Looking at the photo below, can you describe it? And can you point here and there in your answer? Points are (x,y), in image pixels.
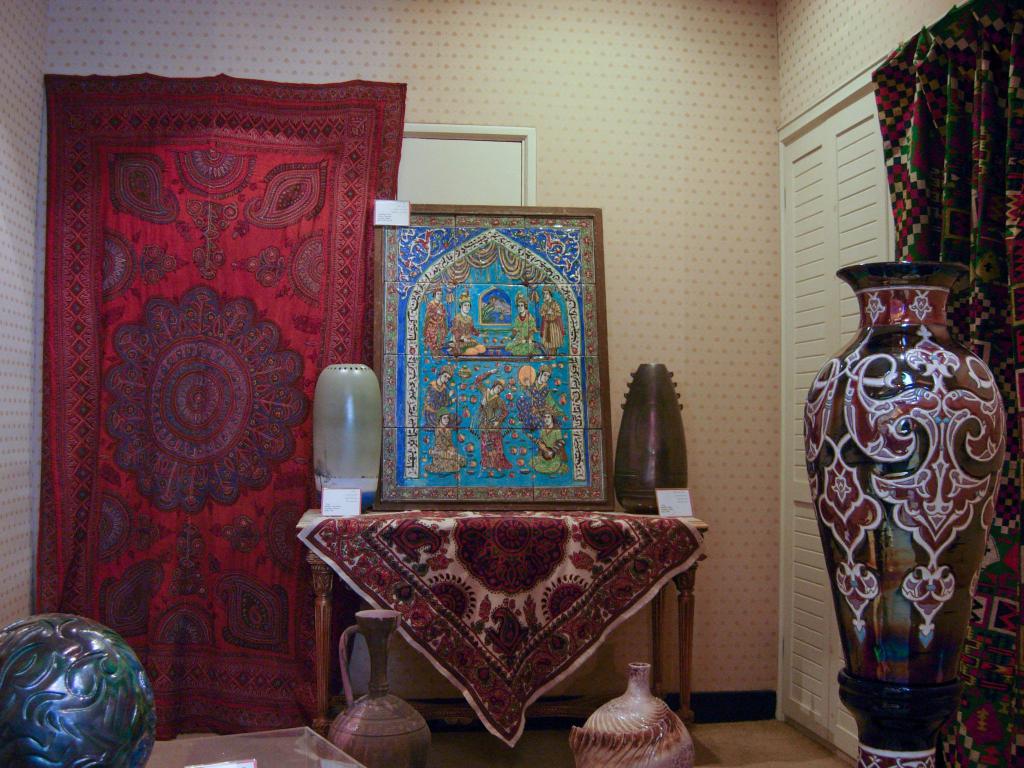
In this image there are pots (390,696) in the front (23,681). In the center (549,451) there is a table (506,544), on the table (542,532) there is a frame (551,383) and there are pots (644,436) and there are small boards (679,511) with some text (339,506) written on it. In the background (249,195) there is a curtain (236,180) and there are doors (517,160).
